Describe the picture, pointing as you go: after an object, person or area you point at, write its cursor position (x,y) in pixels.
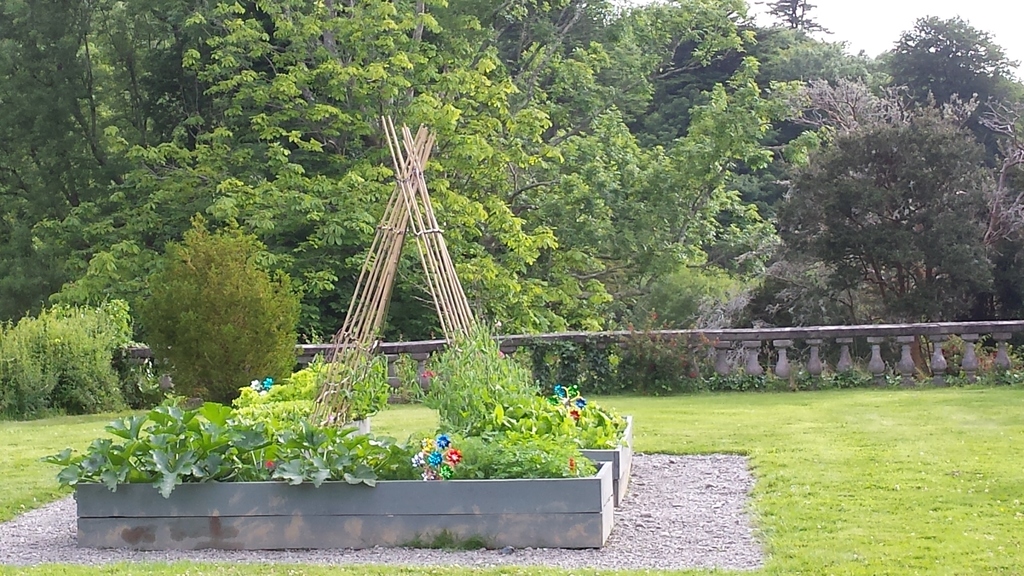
In this image I can see there is a box (344,486) and in that there are plants (342,425) and flowers (428,453) on the ground (33,543). And there are sticks (411,202) and a grass (864,414). And at the back (294,144) there are trees (528,144) and a fence (788,337).
